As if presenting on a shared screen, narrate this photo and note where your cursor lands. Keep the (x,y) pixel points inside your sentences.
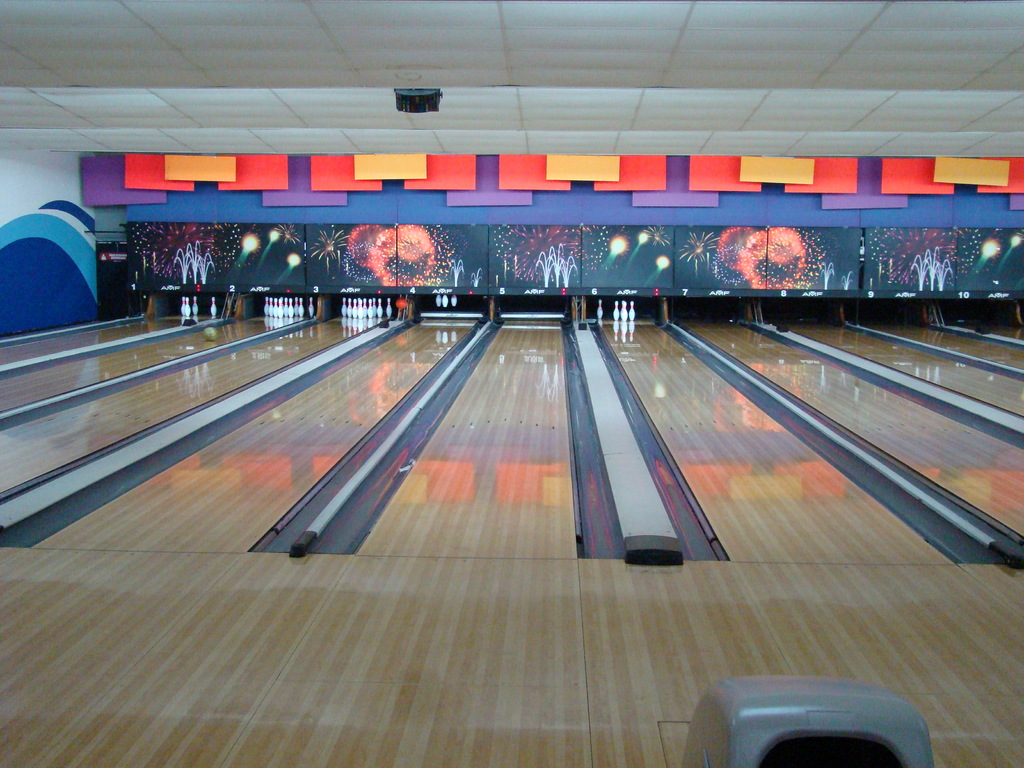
In this picture there are white color objects (631,318) which are used for bowling.
